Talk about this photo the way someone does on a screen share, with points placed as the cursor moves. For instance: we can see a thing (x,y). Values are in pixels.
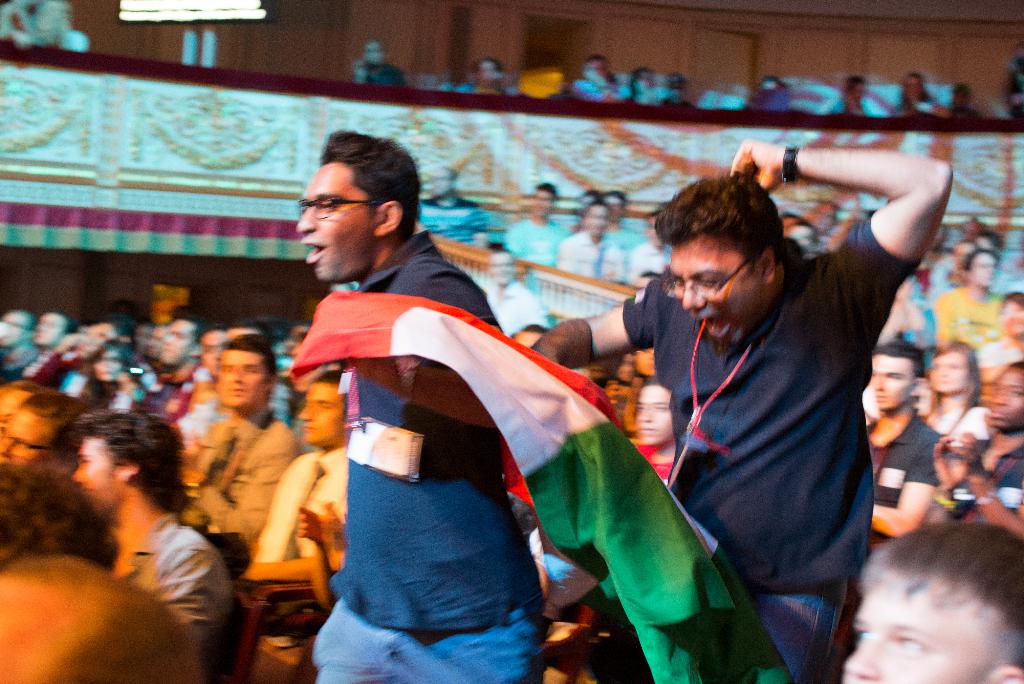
In this picture we can see a group of people (163,511), here we can see a flag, wall (800,185) and some objects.
